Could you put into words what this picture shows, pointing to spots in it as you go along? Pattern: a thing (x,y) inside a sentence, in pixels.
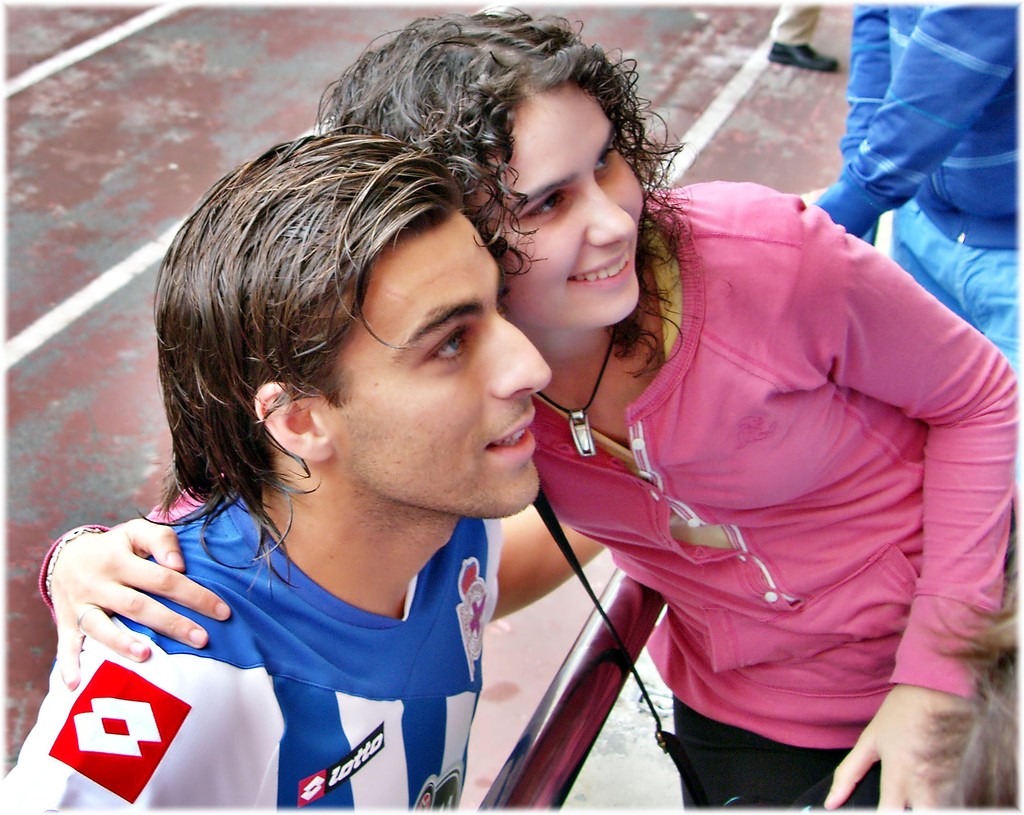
In this picture there is a man (370,478) who is wearing t-shirt (374,690). He is standing near to the woman (632,444) who is pink color top (846,634). On the top right corner (940,83) there is another man (937,244) who is standing near to the fencing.
